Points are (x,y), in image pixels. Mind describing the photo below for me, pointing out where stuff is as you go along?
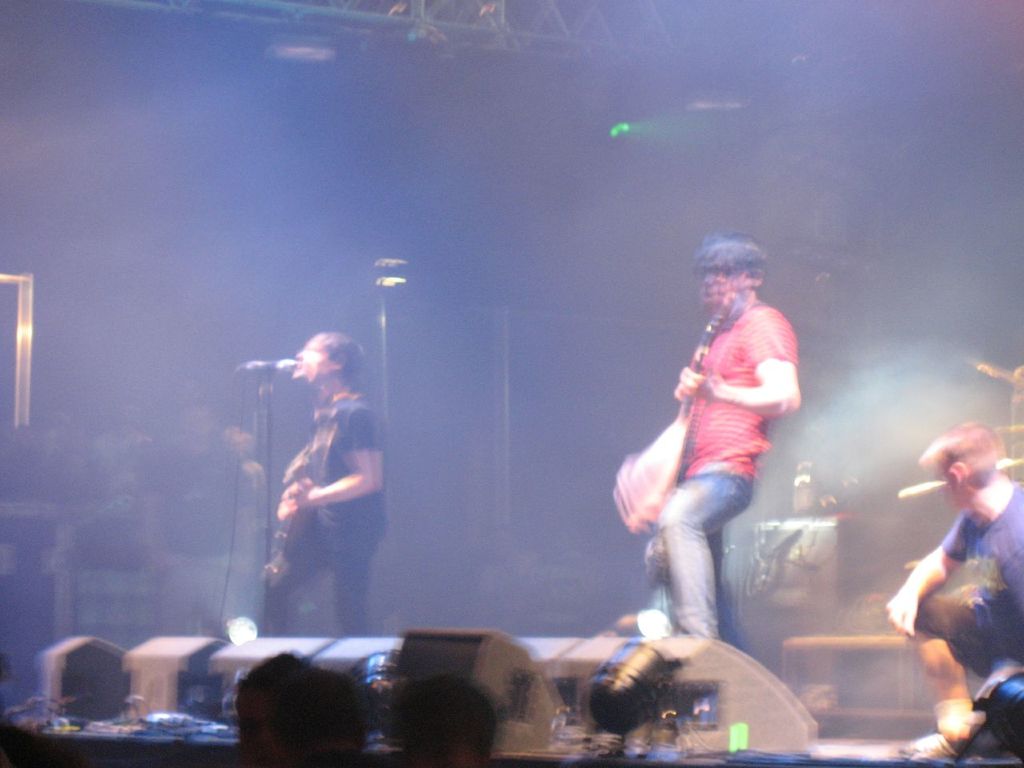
This image is clicked in musical concert. Man (737,352) in red shirt (751,342) is holding guitar (705,365) and playing it. Man (345,499) in black t-shirt (362,507) is also holding guitar (285,541) and he is even singing on microphone (256,363). In front of them, we see speakers (468,669) and light (657,722) and in this picture on the right bottom, we see man (993,560) in blue shirt (994,569) is sitting.
